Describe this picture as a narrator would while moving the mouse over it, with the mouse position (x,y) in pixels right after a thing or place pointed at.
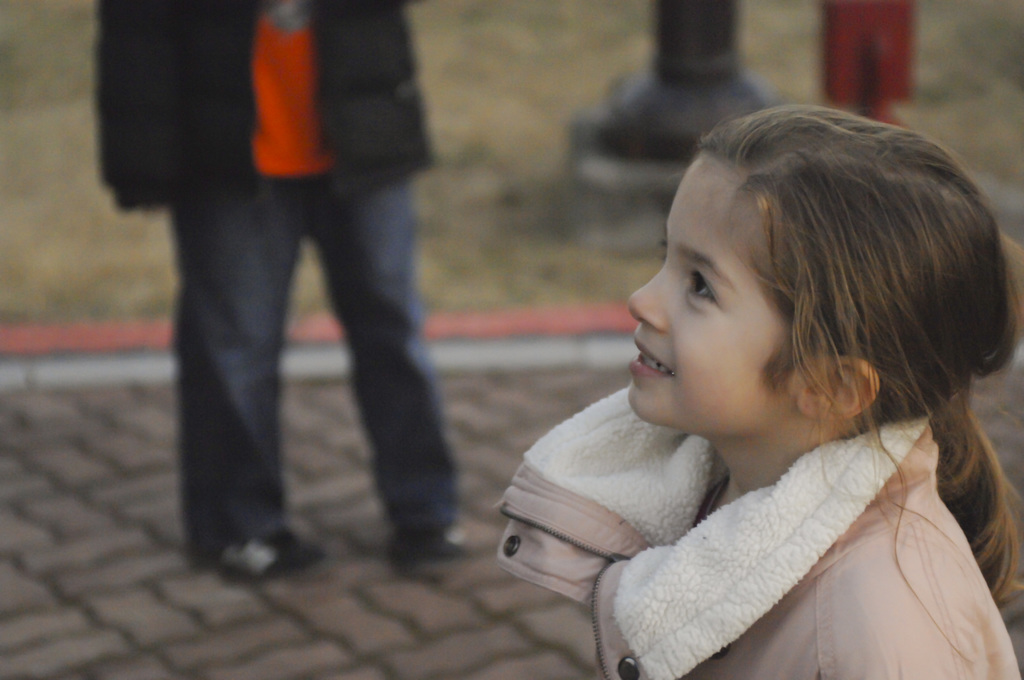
In this image I can see a person (889,459) is wearing peach color coat (878,633). Back I can see a person (387,316) and it is blurred.
